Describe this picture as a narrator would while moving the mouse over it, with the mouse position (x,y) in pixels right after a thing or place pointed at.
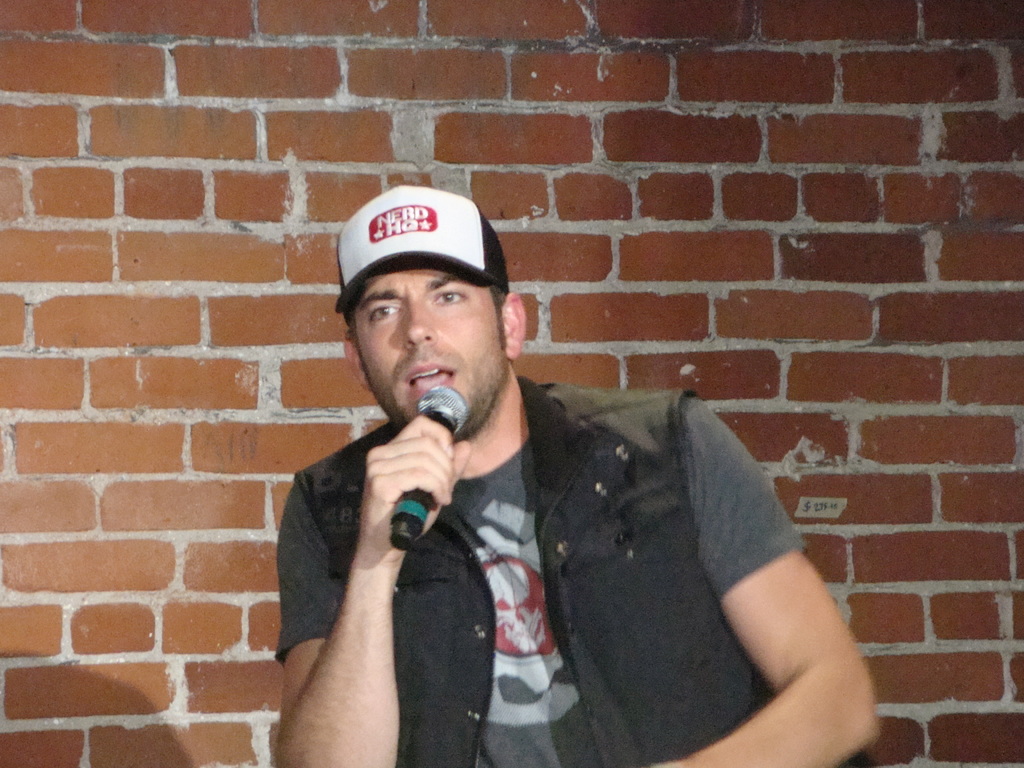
In this image there is a man (551,572). He is speaking. He is holding a microphone (435,415) in his hand (421,484). Behind him there is a wall (281,187) of red bricks (202,184).
